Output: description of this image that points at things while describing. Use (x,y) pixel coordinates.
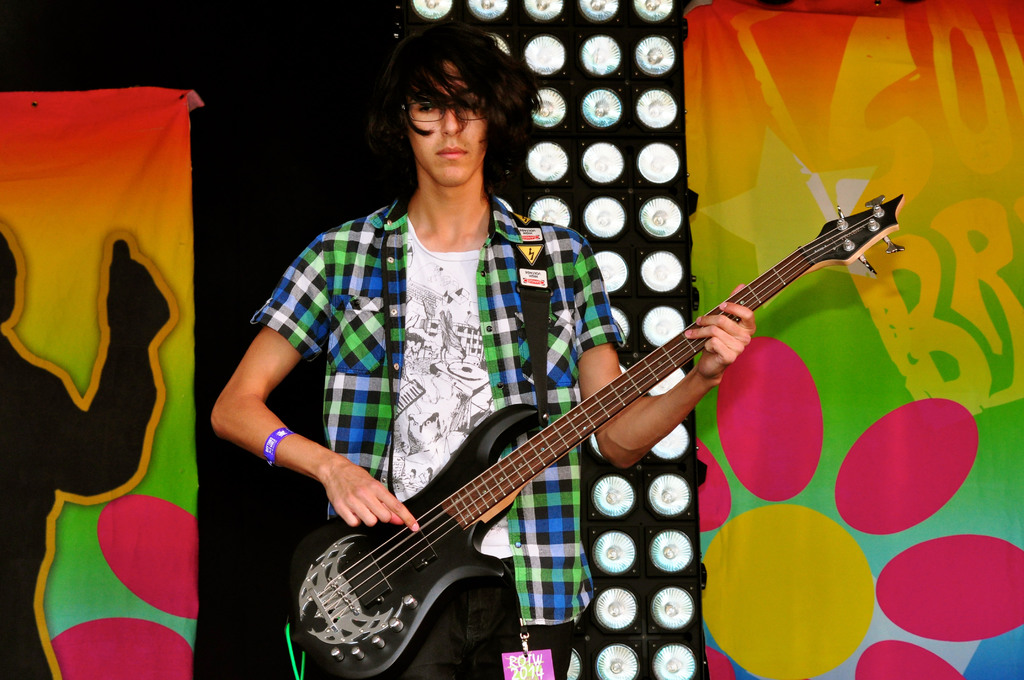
In the center (576,338) we can see one person (474,328) holding guitar (450,518). And back there is a lights (668,210) and banner (914,180).
